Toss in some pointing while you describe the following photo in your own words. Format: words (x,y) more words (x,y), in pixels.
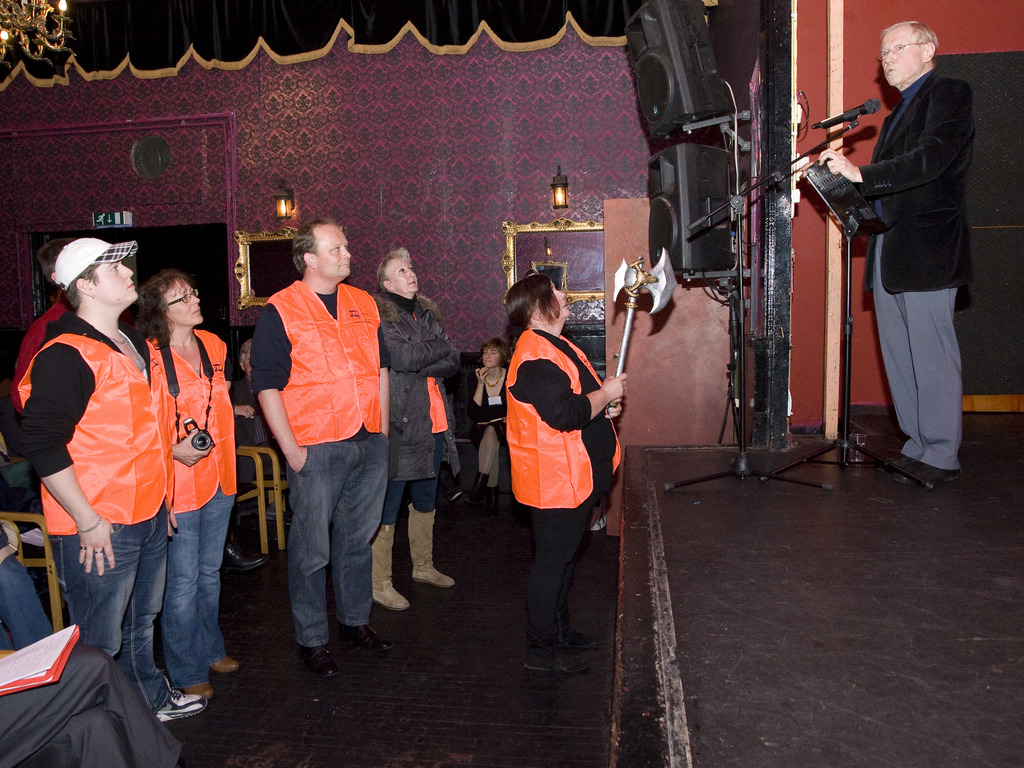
In this image we can see people (214,372) standing and holding few objects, near that we can see people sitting on the chairs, on the right (950,250) we can see one person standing and holding an object (822,181), after that we can see the microphone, beside that we can see the speakers (658,156), in the background (438,185) we can see the wall (371,250) and few objects (513,274) on it, at the top (552,18) we can see curtains (356,28), in the top left corner (38,24) we can see hanging lamp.
